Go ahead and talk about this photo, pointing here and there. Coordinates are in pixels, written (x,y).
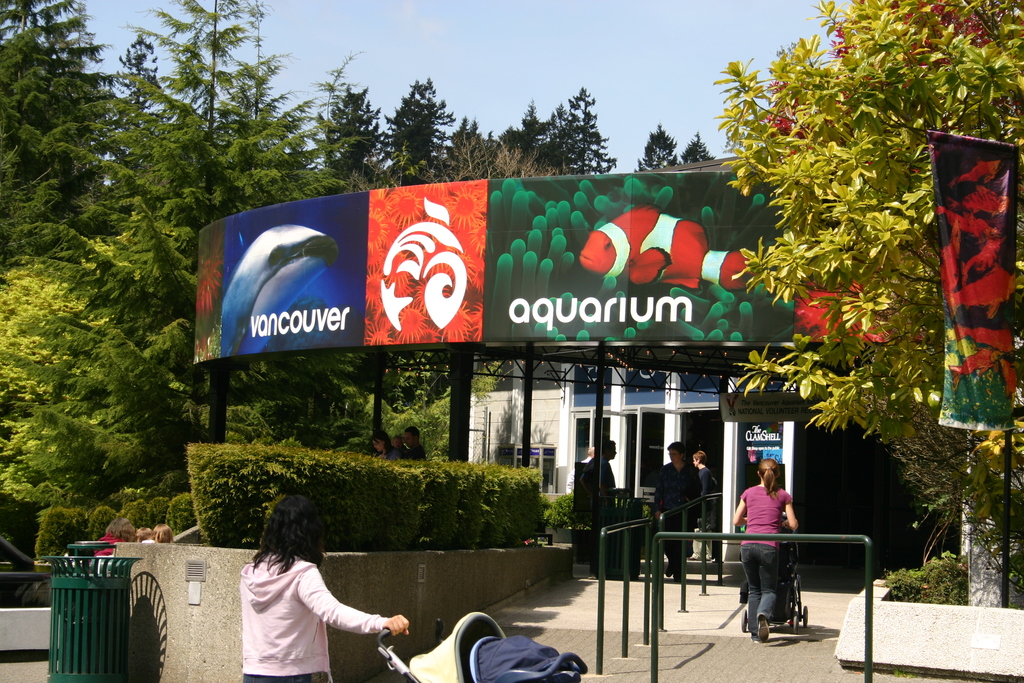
In this image, we can see some banners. There are few people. We can see some baby trolleys (469,666). There are a few trees (134,309) and plants (532,496). We can also see a flag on the right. We can see some stands (683,527). We can also see the ground (807,582). There is a green color object (105,603) on the left (65,601). We can also see the sky (508,72) and the ground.
